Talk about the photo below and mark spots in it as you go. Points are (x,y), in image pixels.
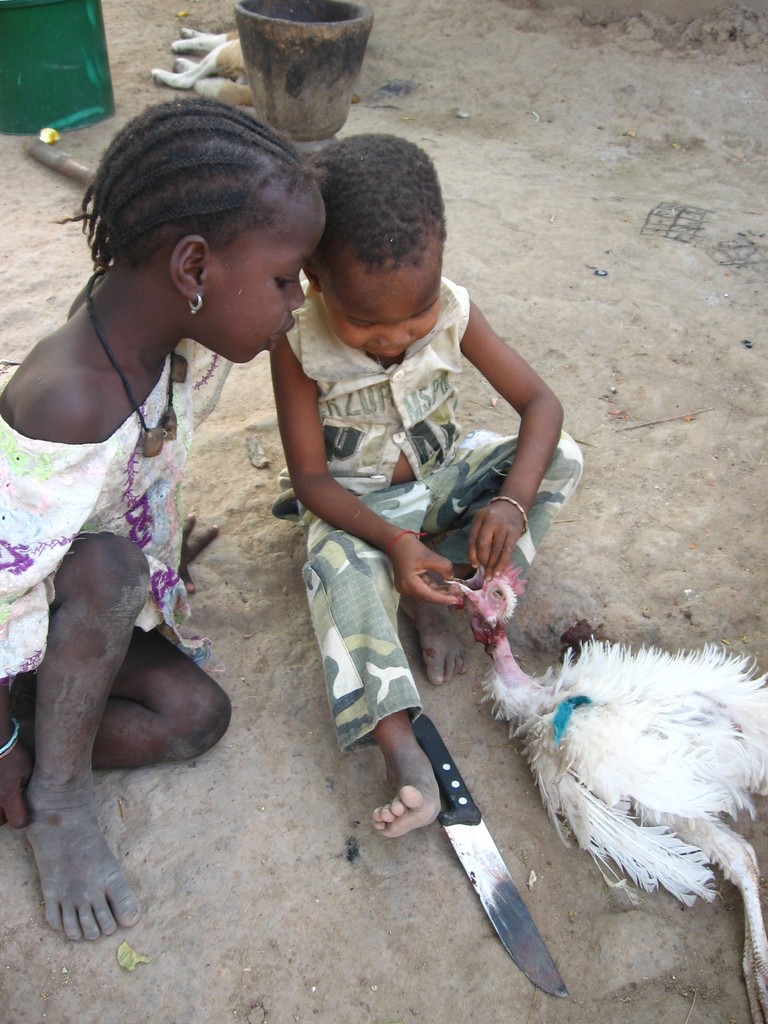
There are 2 children (291,344) sitting on the sand (227,663). A child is holding a hen (609,714). There is a knife (475,879) at the front (505,923). Behind them there is a dog (201,60) and other objects (277,42).
